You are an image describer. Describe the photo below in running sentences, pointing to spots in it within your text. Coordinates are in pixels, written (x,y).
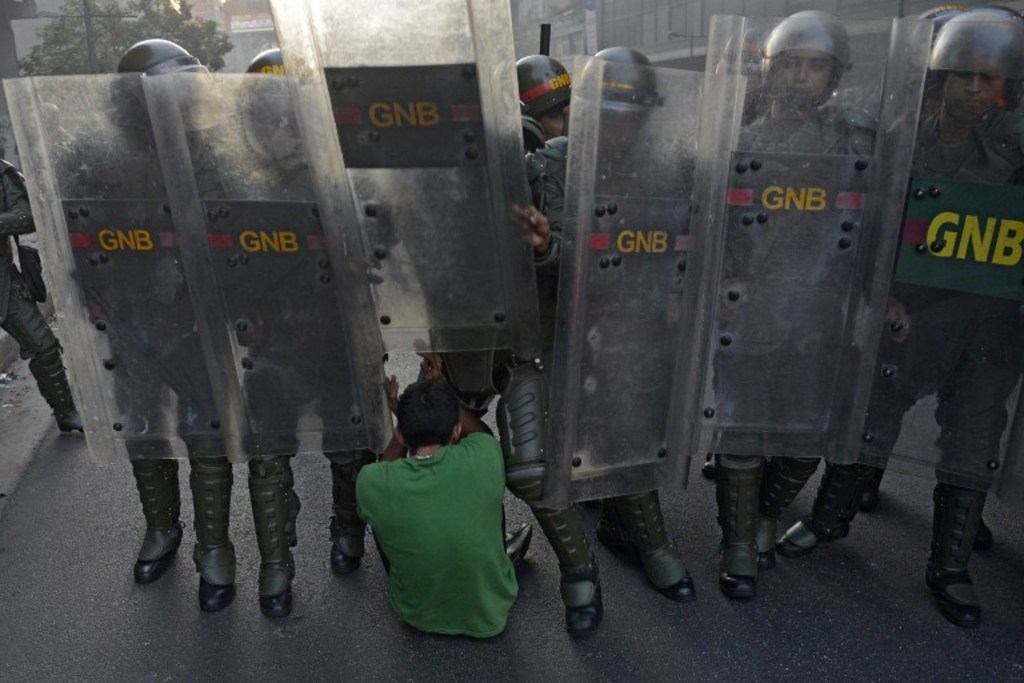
Here a person (454,553) is sitting on the road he wore a green color t-shirt (451,531), a group of police (18,217) are standing.
